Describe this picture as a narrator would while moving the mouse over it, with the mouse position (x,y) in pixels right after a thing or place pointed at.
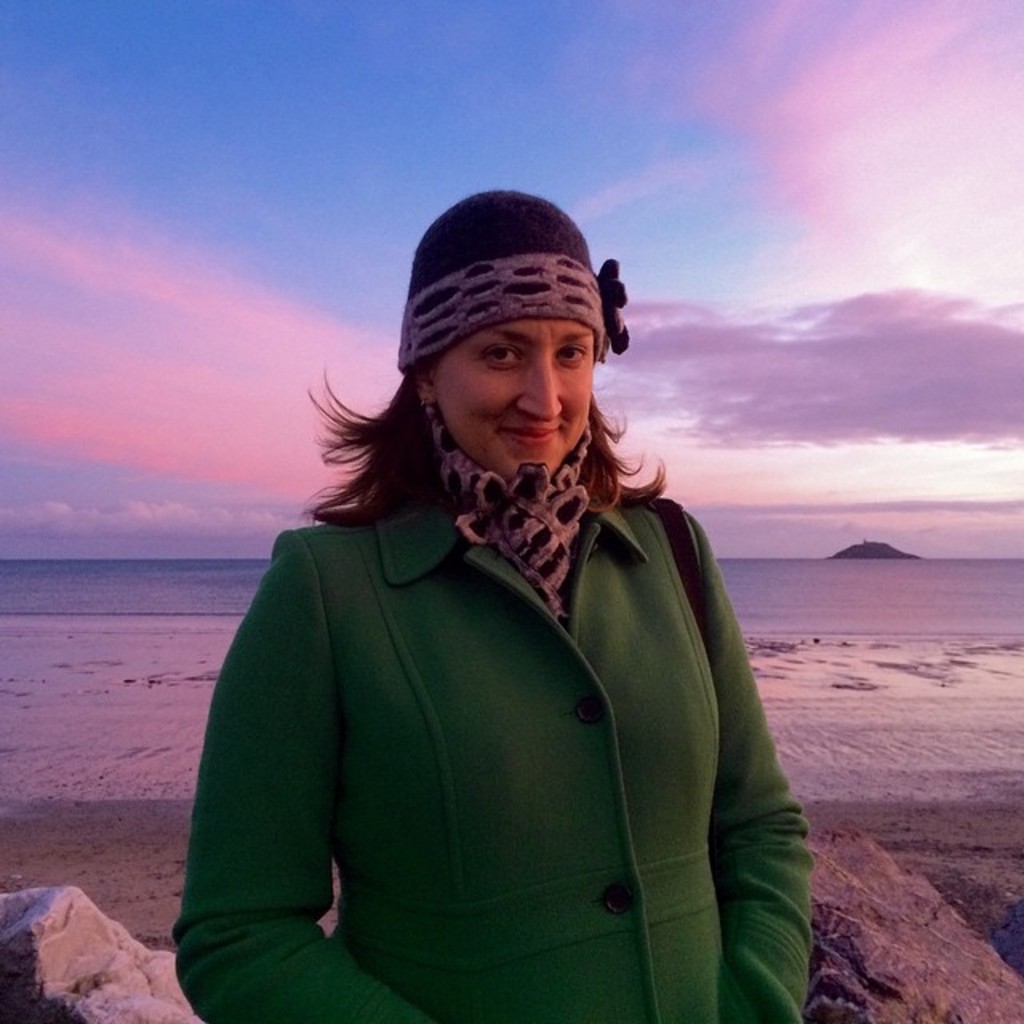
In this image, in the middle (571,396), we can see a woman (605,704) wearing a green color jacket (511,780) and she is also wearing a cap (483,323). In the background (935,586), we can see water (990,596) in an ocean rock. At the top (763,181), we can see a sky (766,190) which is a bit cloudy, at the bottom (794,753), we can see water (946,680) in an ocean (1004,766) and a sand (175,881) and some rocks (1015,952).
